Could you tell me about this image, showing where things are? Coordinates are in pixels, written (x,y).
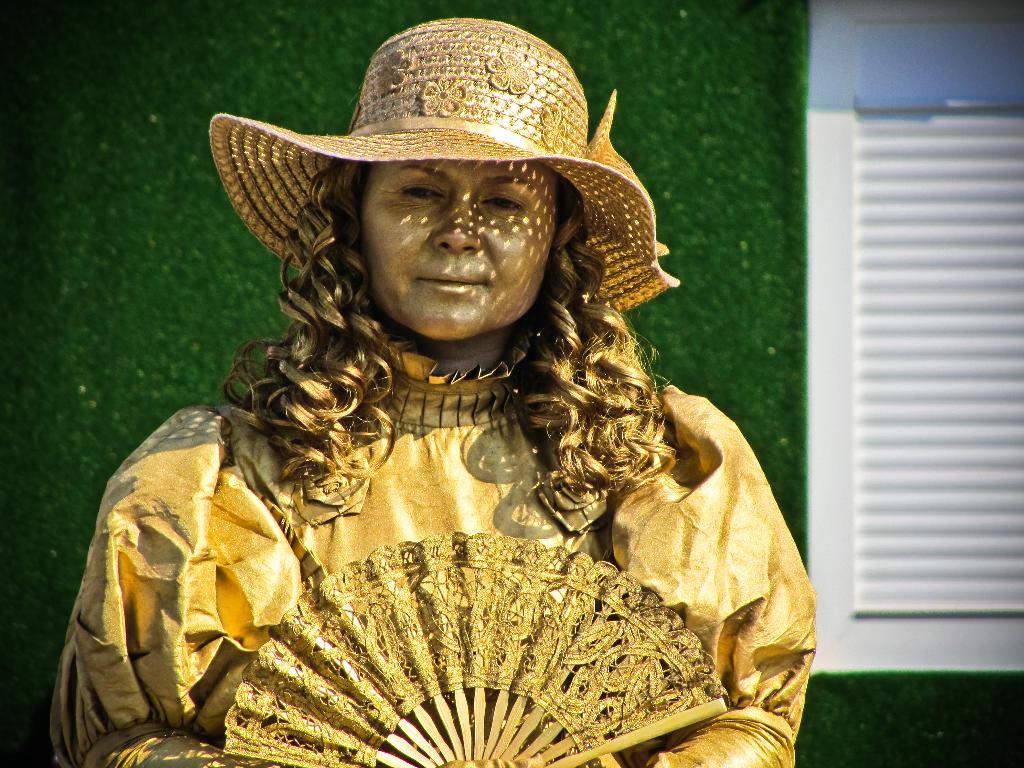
In this image there is a girl (383,430) wearing costumes (213,590) and standing, in the background (54,407) there is a wall (755,295), for that wall (756,392) there is a window (926,341).
